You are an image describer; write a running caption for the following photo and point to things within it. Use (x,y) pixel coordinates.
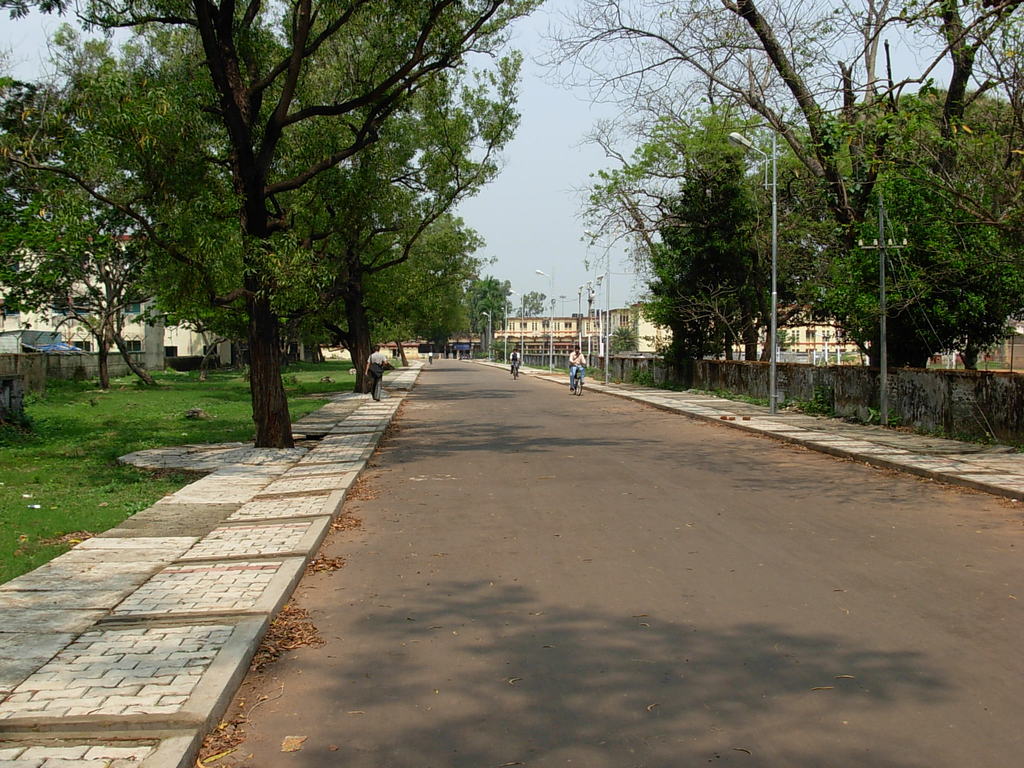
In the image we can see there are people (512,365), one is walking and the others are riding on the bicycle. Here we can see the road (612,542), footpath (199,564) and the grass (116,480). We can even see light poles (588,299), buildings (587,331), trees (458,240) and the sky (541,28).
